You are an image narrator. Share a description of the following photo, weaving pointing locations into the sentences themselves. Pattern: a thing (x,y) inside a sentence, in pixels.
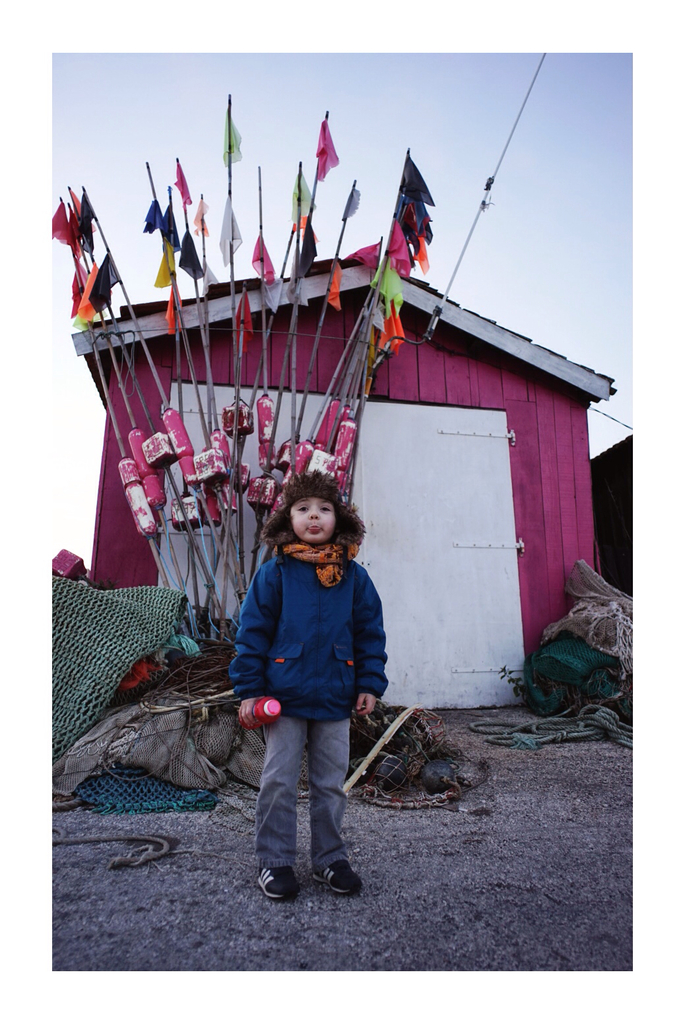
In this image a kid (270,850) is standing. He is holding a bottle (259,715). There are clothes (85,725) and objects (101,727) on the land (516,793). There are poles (265,375) having flags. Behind there is a house (434,521) having a door (464,579). Top of the image (521,184) there is sky (524,176).
